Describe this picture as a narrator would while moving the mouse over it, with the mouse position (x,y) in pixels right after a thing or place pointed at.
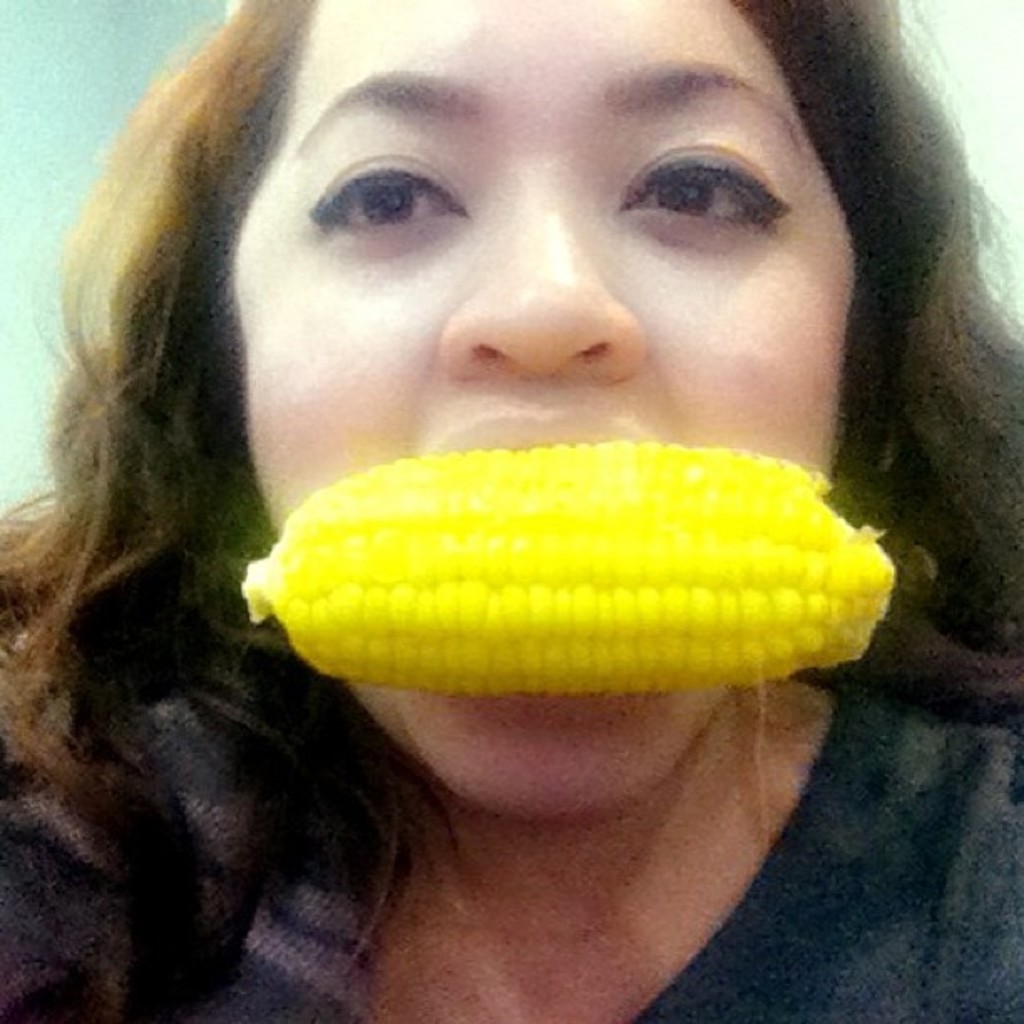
In this image there is a lady (717,218) and we can see a corn (384,593) in her mouth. In the background (96,62) there is a wall (96,62).
